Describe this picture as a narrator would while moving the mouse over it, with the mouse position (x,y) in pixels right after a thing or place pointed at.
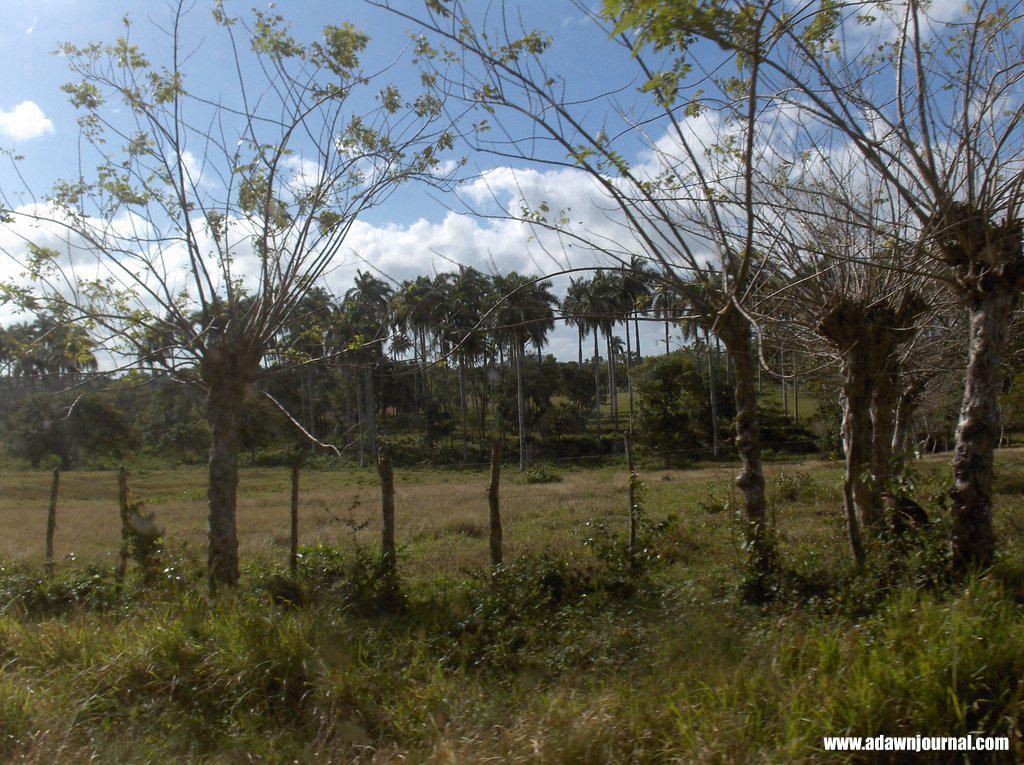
In the picture I can see trees (398,460), plants (606,603) and the grass (597,742). In the background (519,238) I can see the sky (413,196). On the bottom right corner of the image (940,739) I can see a watermark (921,735).
